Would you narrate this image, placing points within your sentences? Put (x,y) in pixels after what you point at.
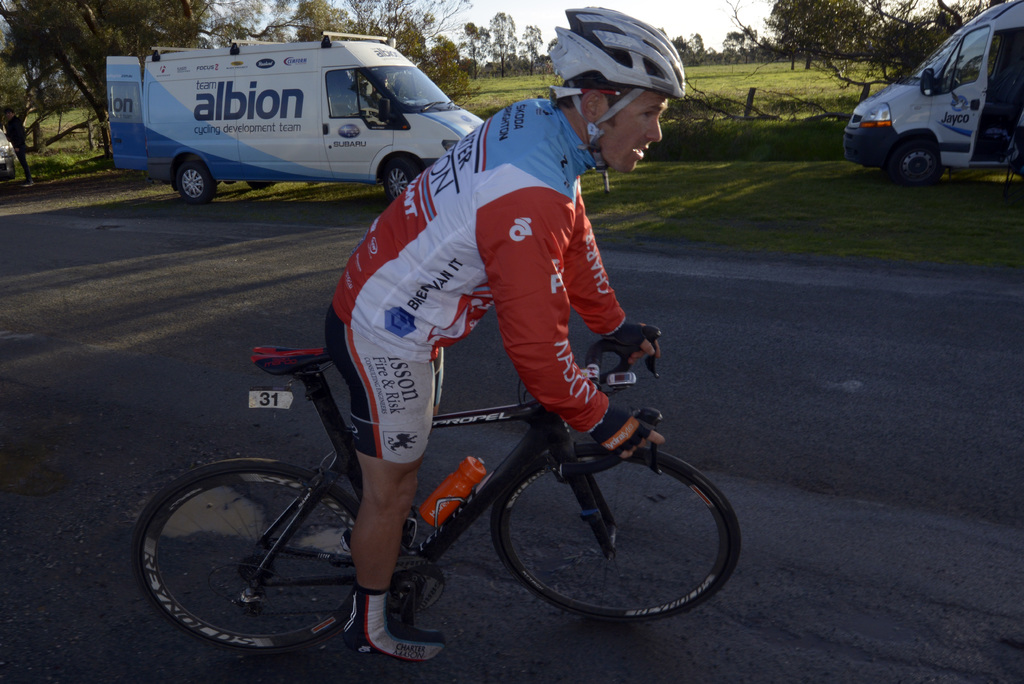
In this picture there is a man (625,148) riding bicycle (473,490). At the back (406,174) there are vehicles (390,127) and there are trees (16,69) and there is text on the vehicles (968,117). At the top (557,27) there is sky (550,38). At the bottom (785,460) there is a road (685,326) and there is grass (844,195).
